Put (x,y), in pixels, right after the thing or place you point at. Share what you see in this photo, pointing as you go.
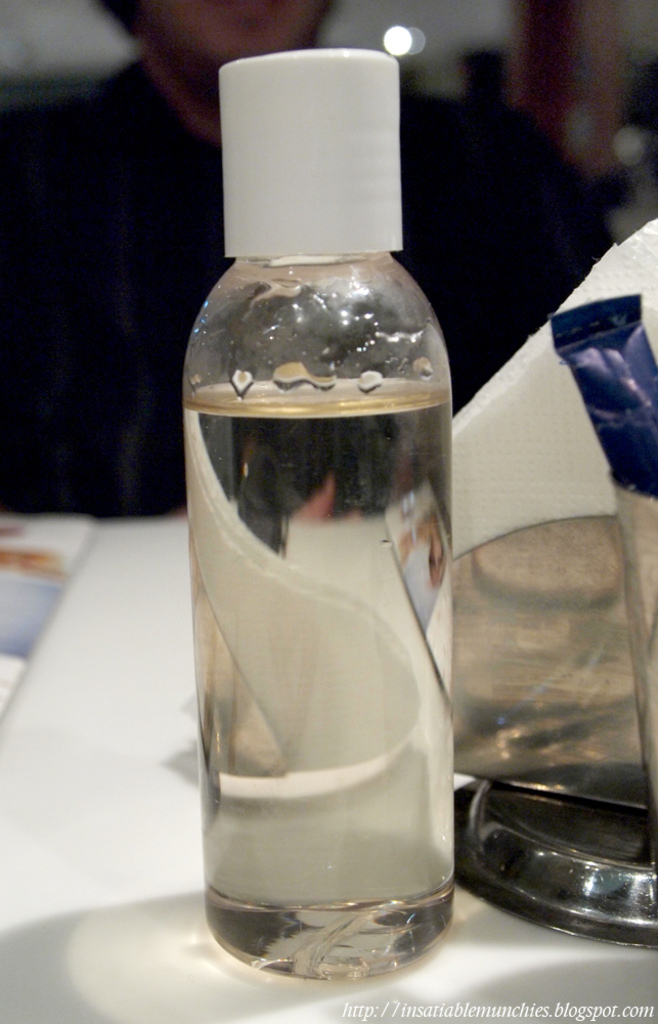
This picture contains a water bottle (347,555) which is placed on the table (127,881) and beside that, we see tissue papers (521,450) and behind that, there is a man (138,209) in black shirt (565,289) is sitting on chair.
